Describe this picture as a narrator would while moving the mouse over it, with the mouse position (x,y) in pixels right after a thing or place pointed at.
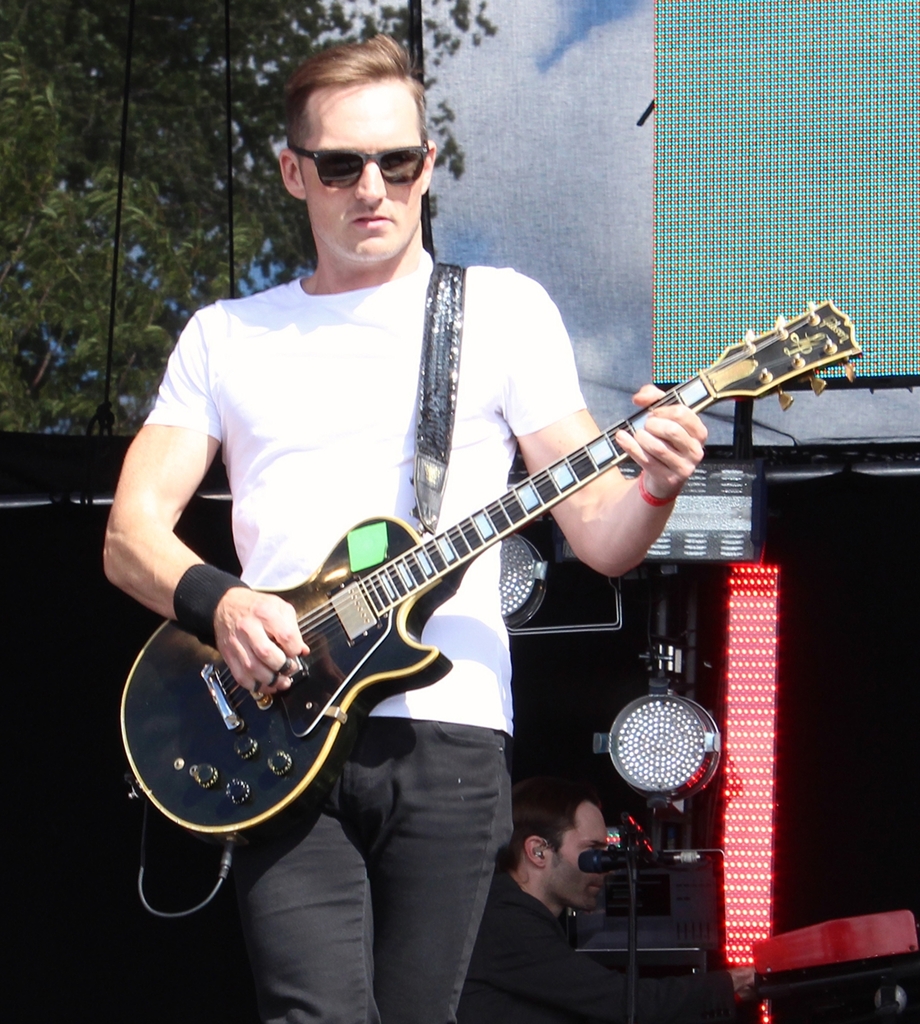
In this image, In the middle (394,372) there is a boy (365,448) standing and he is holding a music instrument (306,698) which is in black color, In the background (530,898) there is a man (539,903) sitting and there are some music instruments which are in black and red color, In the background (768,184) in the top (755,179) there is a green color object (754,178), There are some trees (137,90) in green color.
